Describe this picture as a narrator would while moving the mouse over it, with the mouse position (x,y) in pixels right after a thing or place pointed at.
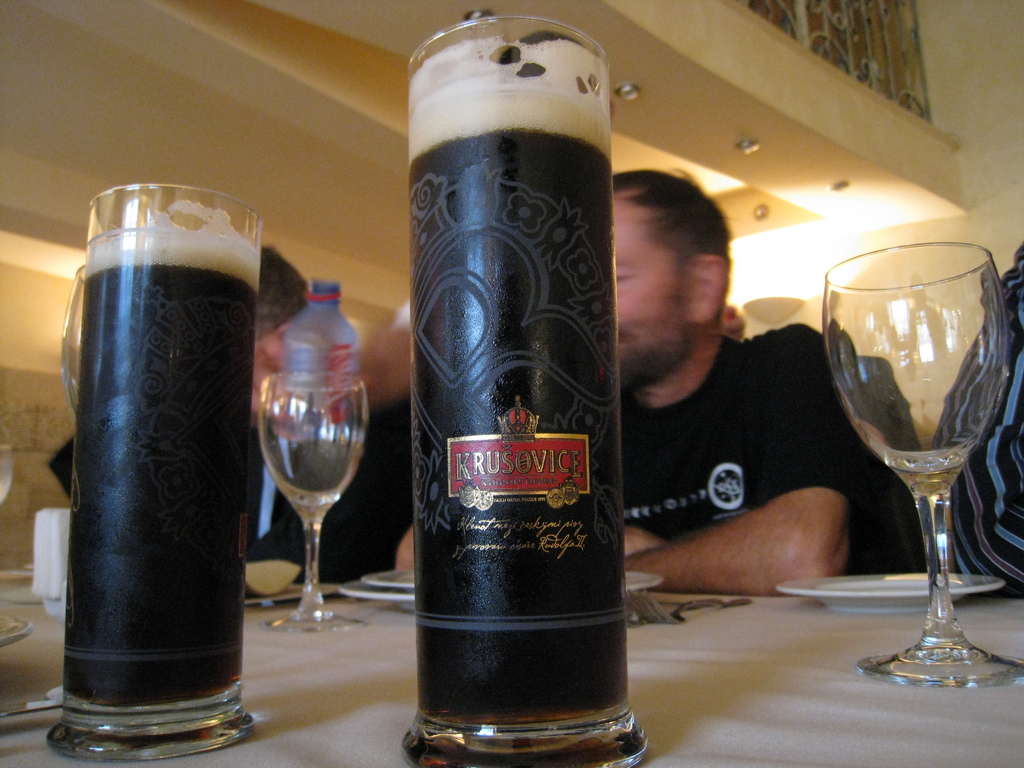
In this image I can see few glasses (508,745) and few people (707,514). On this table (747,654) I can see few plates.
